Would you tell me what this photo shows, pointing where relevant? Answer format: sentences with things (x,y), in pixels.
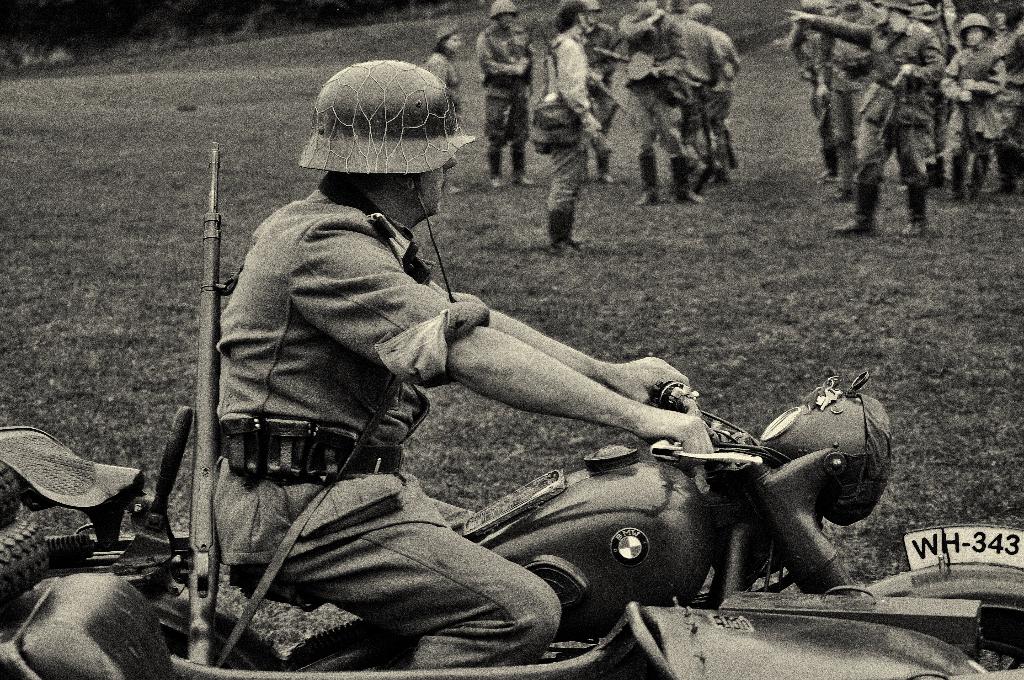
In this image there is a man (662,380) riding a bike (522,551) on the grass (652,347) and there are group of persons (617,38) standing, trees (273,1).
